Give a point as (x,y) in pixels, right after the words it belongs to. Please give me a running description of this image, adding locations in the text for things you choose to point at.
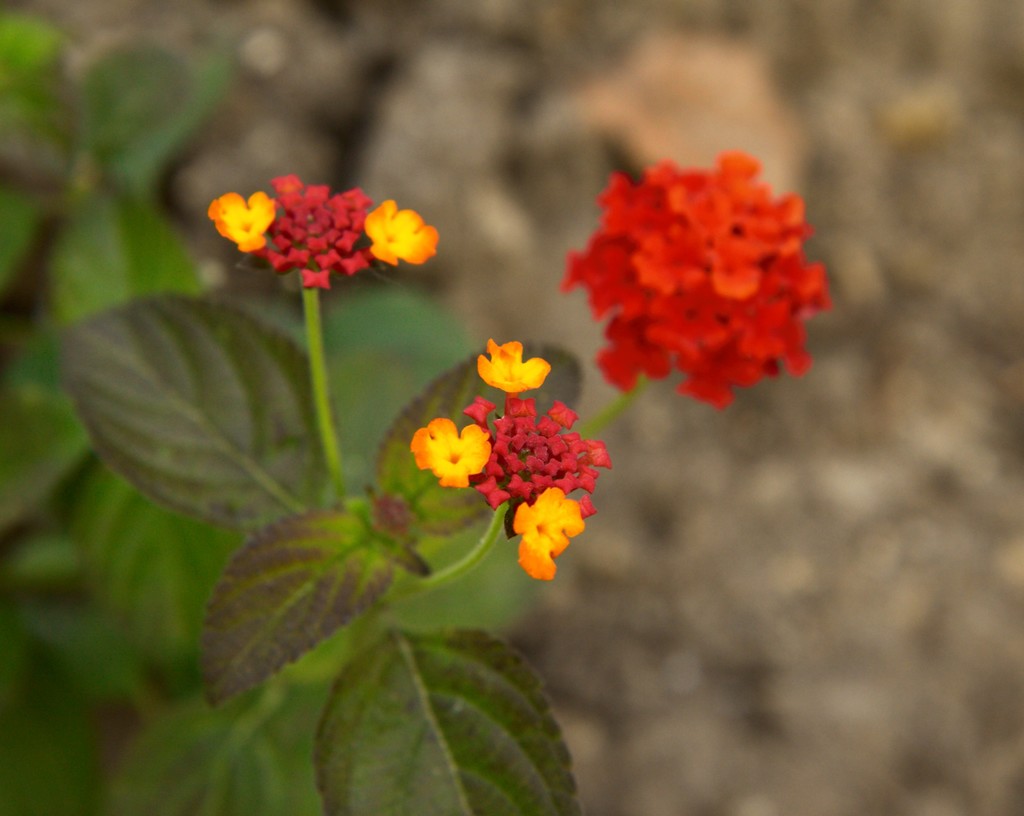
In this image we can see some red flowers (517,443), and yellow color flowers (436,440), also we can see some plants (299,469), and the background (637,75) is blurred.
